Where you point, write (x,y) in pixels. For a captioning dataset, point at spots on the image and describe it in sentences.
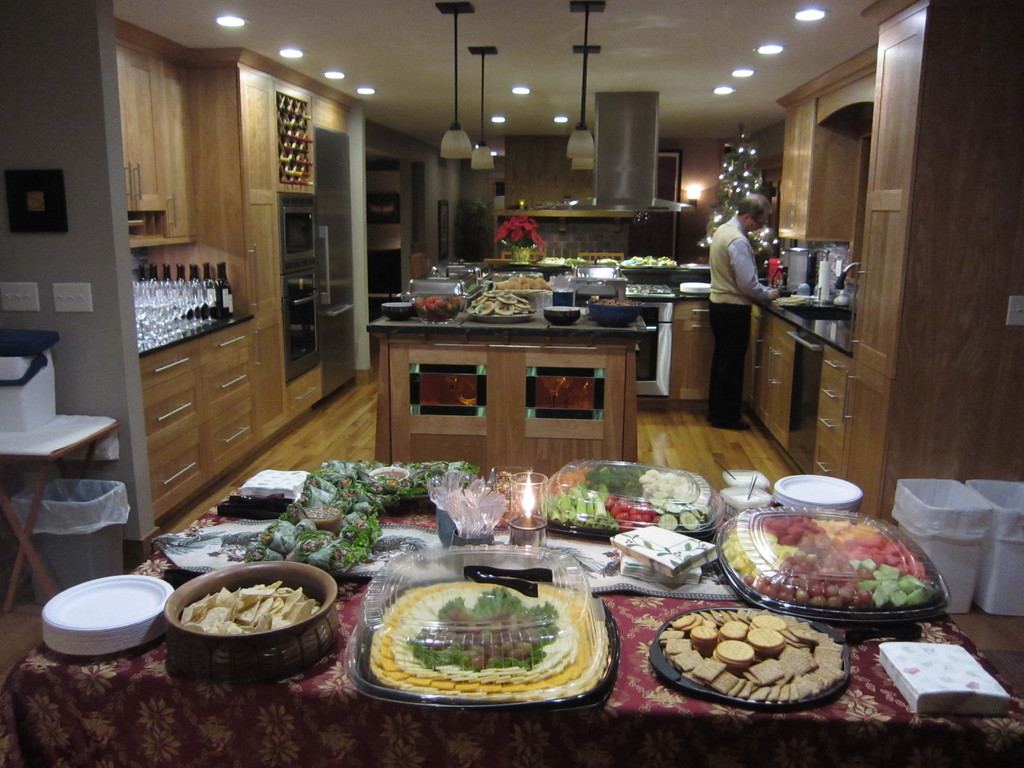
In the image we can see there are food items (872,557) kept on the table (375,703) and there is a man (730,297) standing in the kitchen (677,339). There are wine glasses (191,314) and wine bottles (223,287) kept on the table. There are lights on the top (521,87).
